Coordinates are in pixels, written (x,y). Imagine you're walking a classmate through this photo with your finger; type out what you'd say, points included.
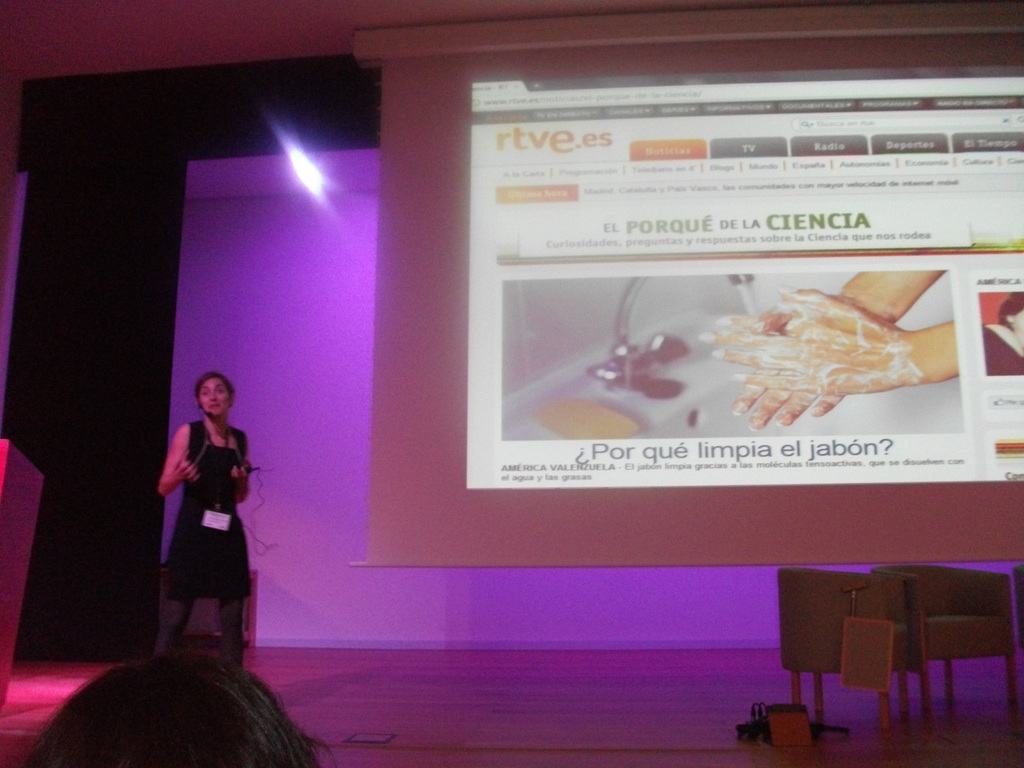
There is a woman (199,568) standing on the stage (395,683). There are some chairs (825,642) here. We can observe a projector display screen (712,344) here.
